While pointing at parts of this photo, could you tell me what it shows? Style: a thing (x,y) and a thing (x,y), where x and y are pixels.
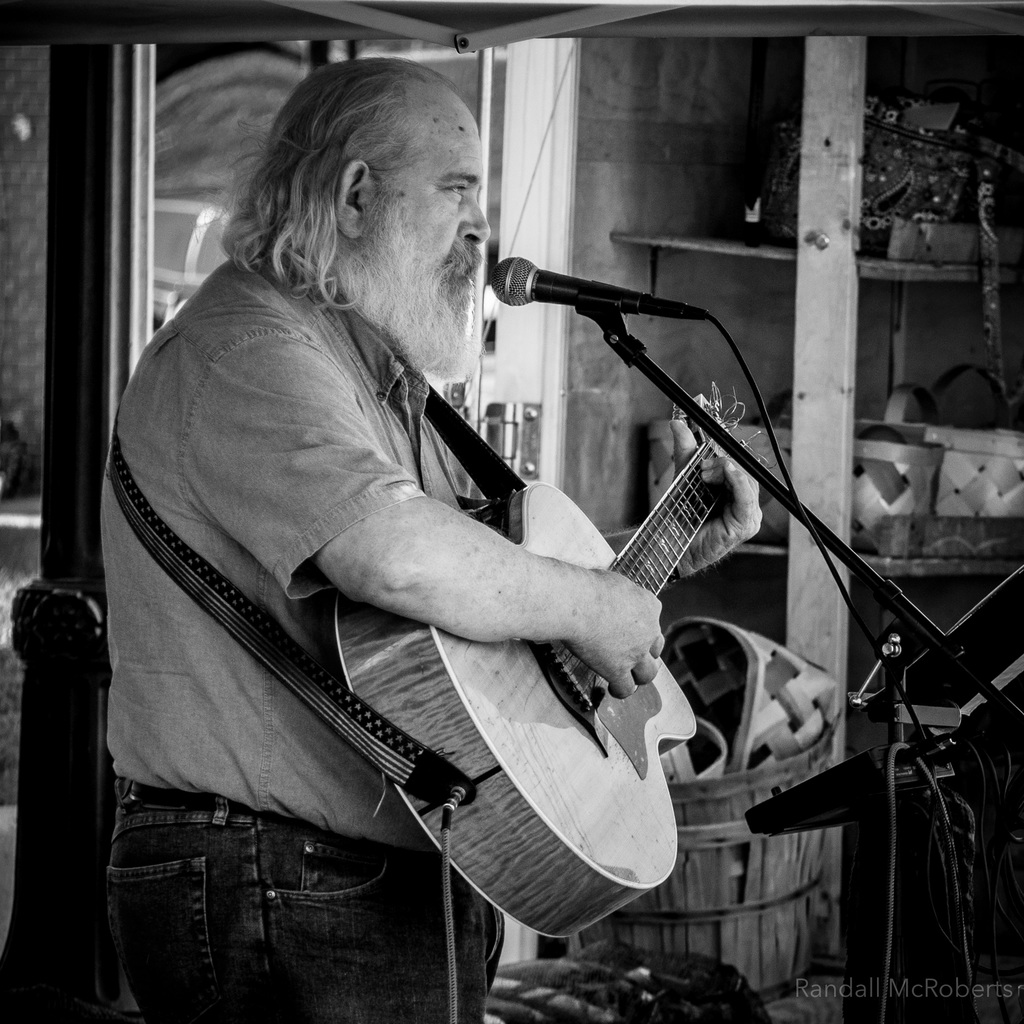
In this picture we can see man (301,410) holding guitar (449,721) in his hand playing it and singing on mic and in background (140,98) we can see window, rack (797,254), baskets (884,423).
